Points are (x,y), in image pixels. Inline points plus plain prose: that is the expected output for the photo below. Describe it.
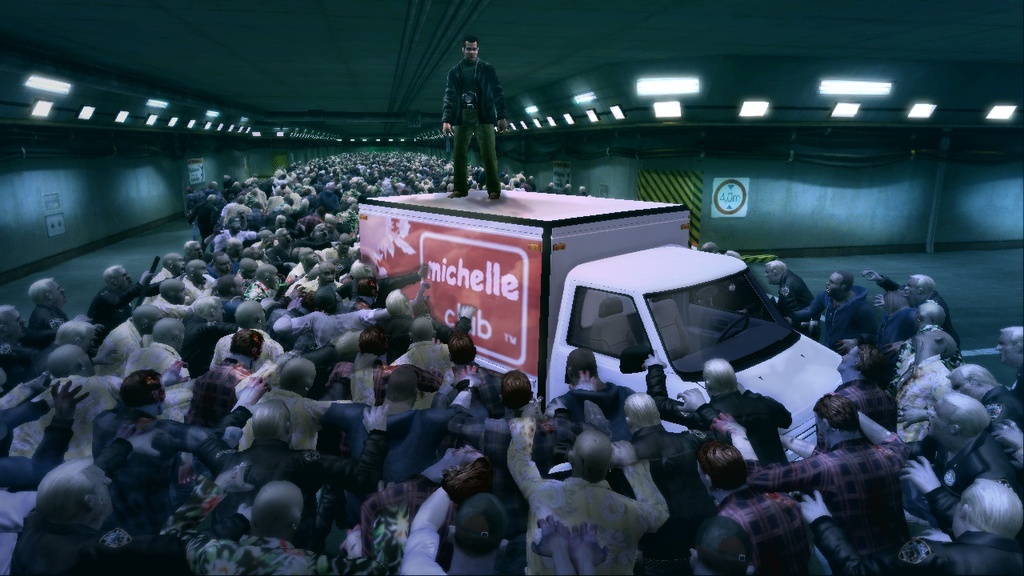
This is an animated image of a person (493,158) standing on a truck (460,295), the truck (451,285) is mobbed by a group of people (379,364) in a subway (124,238), on the walls (724,175) there are sign boards (725,201), on top of the walls (58,129) there are lamps (663,115).
